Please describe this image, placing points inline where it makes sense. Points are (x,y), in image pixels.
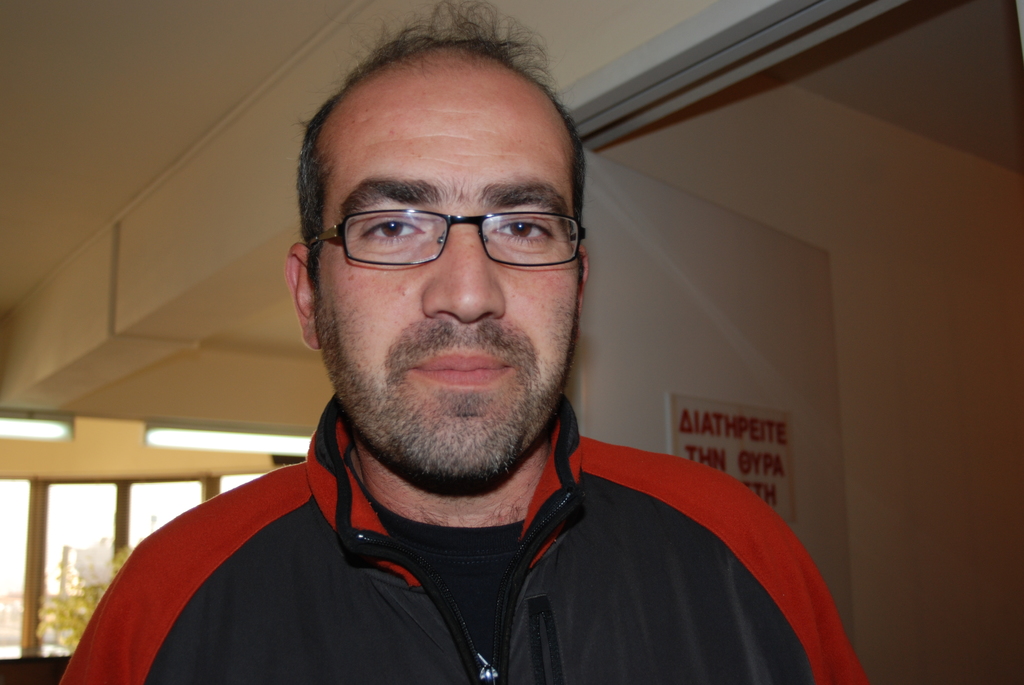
Here we can see a man (426,449) and he wore spectacles (413,212) to his eyes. In the background (697,447) we can see a small board (706,433) on the door (707,370), plant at the windows (79,560) and roof (8,111). Through the windows glass (62,565) we can see buildings (92,563) and sky (2,554).
